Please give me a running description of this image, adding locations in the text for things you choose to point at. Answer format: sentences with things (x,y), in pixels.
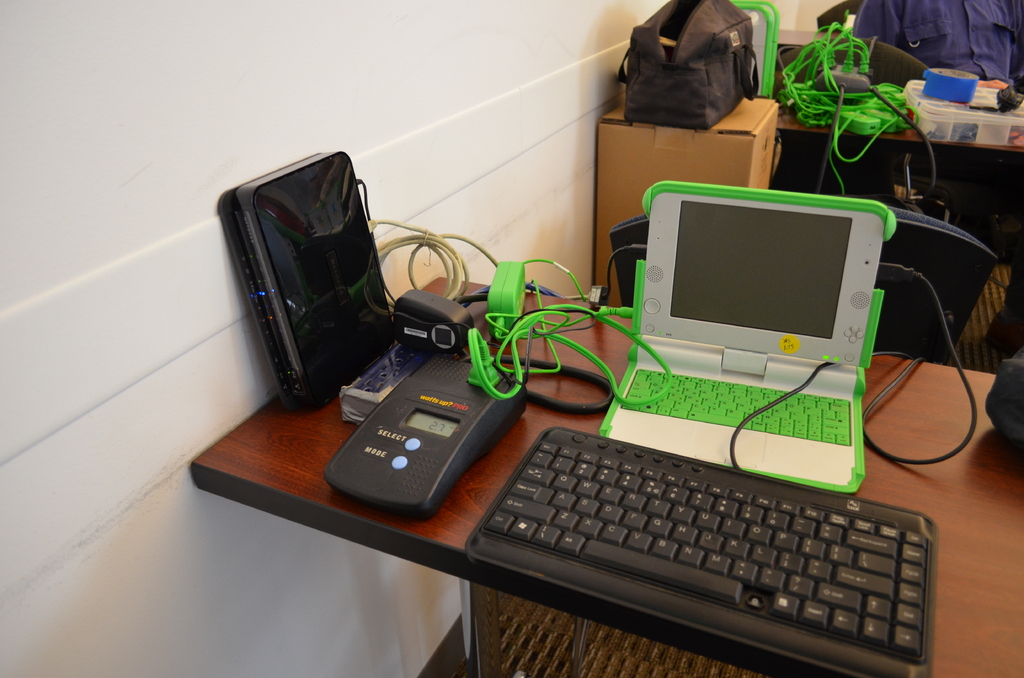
On this table (570,366) there is a keyboard (639,550), laptop (730,445), devices (475,398) and cables (531,337). On this cardboard box (708,130) there is a bag (700,63). A person (939,26) is sitting on a chair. In-front of this person (967,56) there is a table (785,118), on this table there is a box (928,114), cables (866,102) and tape (934,89).
